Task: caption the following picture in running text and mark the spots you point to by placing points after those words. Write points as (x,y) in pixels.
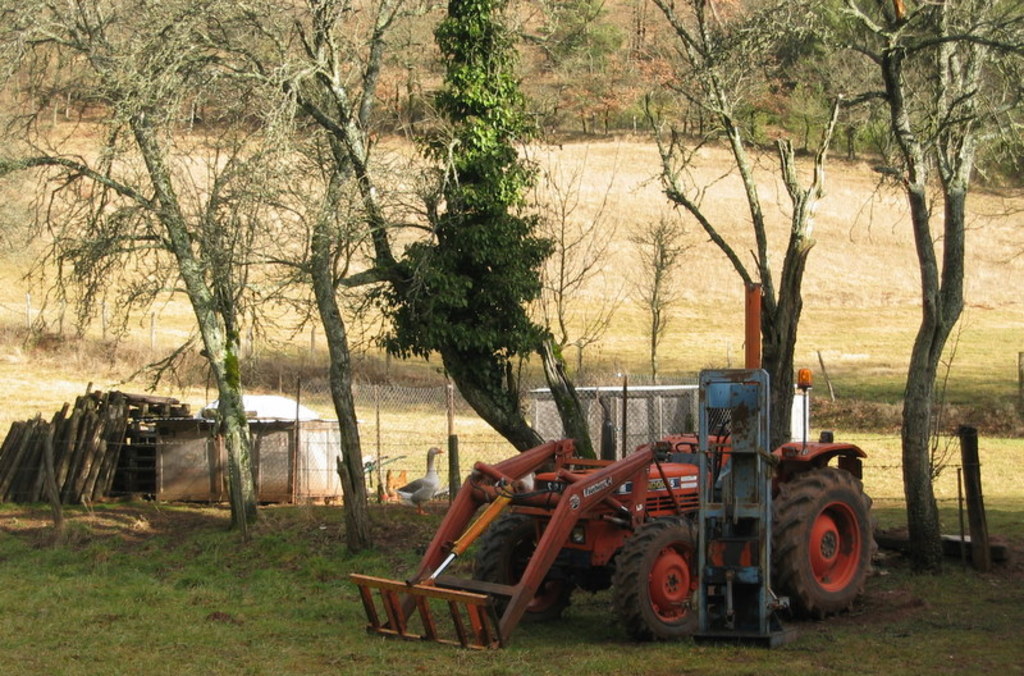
In this image, we can see a vehicle (581,523) and on the left (90,476), there are logs (99,438). In the background (466,282), we can see trees (694,204), sheds (655,407) and there is a mesh (423,407) and there is a duck (413,503).
